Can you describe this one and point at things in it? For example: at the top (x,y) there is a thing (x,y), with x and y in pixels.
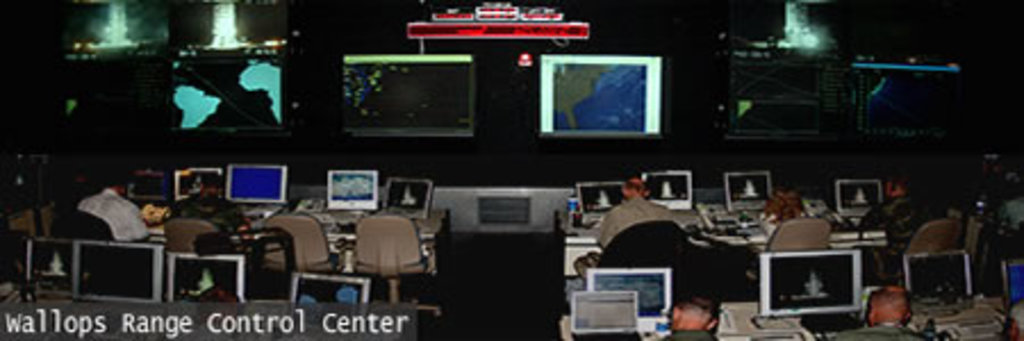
In this image we can see people (887,231) are sitting on the chairs (808,236). In front of them tables (701,217) are there. On table (722,324) monitors (857,280) are present. At the top of the image (800,110) TV screens (773,85) are present. Left bottom of the image (240,325) watermark (248,331) is there.
